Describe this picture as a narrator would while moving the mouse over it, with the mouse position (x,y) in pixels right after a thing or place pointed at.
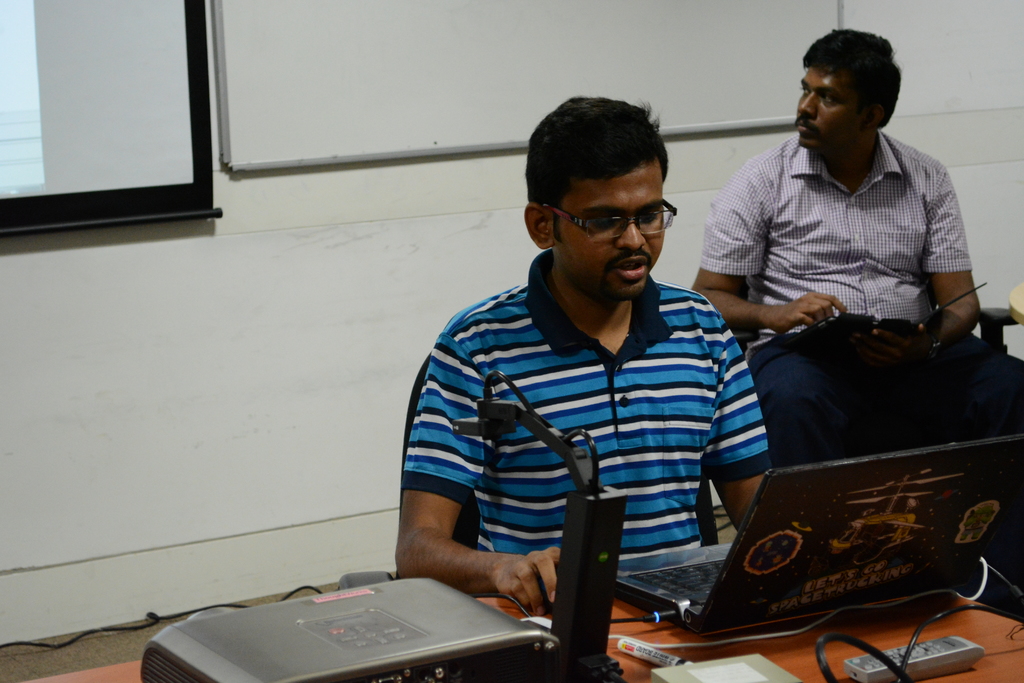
There are two men (767,371) sitting on the chairs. This is a table (704,654) with a laptop (702,603), marker pen (653,648), remote (932,641), electronic device (412,646) and few other objects (581,600) on it. This looks like a whiteboard (369,126), which is attached to the wall (890,13). I think this is the screen (14,160).
